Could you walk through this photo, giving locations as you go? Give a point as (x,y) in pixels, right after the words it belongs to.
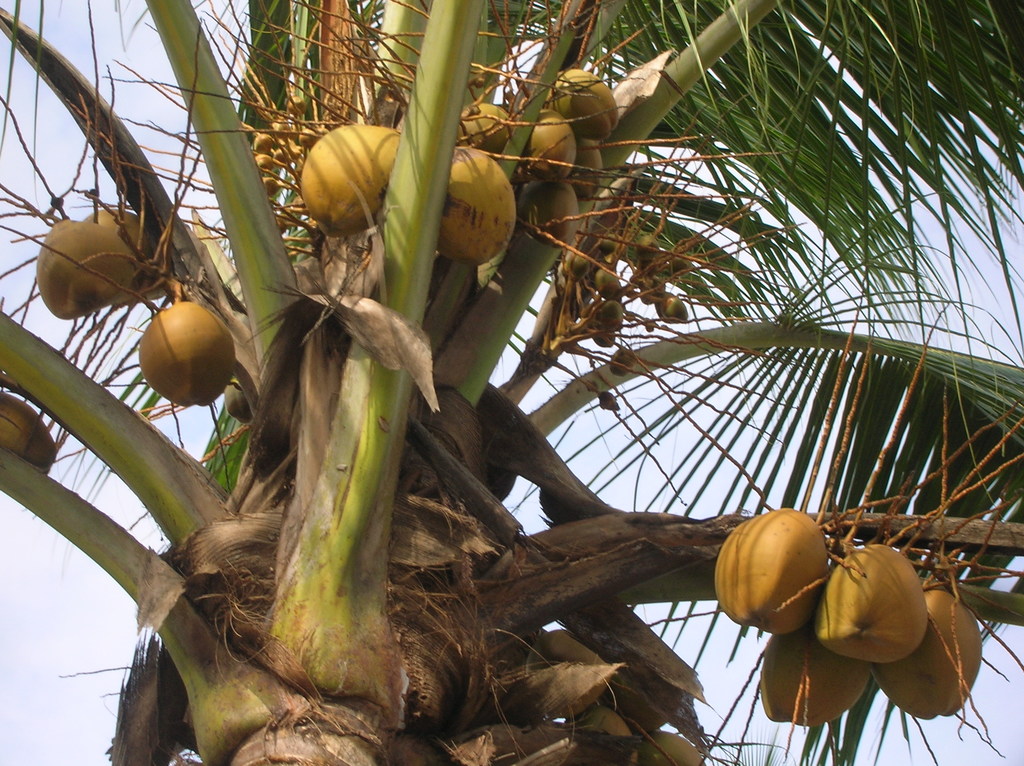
This picture contains a coconut tree (331,309). It has many coconuts (884,661). In the background (3,529), we see the sky (3,529).
